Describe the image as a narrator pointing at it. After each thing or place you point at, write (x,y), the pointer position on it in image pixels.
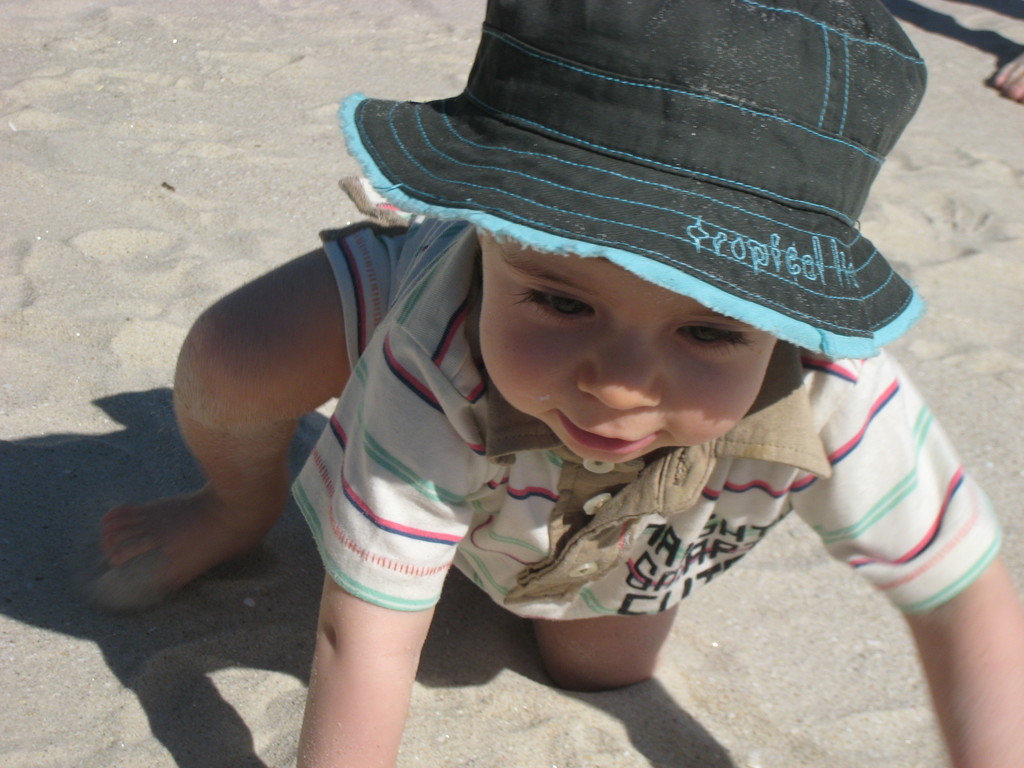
In this picture I can see a boy (543,526) wore a cap (729,241) on his head (731,362) and I can see sand (59,366) on the ground (906,253) and a human leg (1015,69).
